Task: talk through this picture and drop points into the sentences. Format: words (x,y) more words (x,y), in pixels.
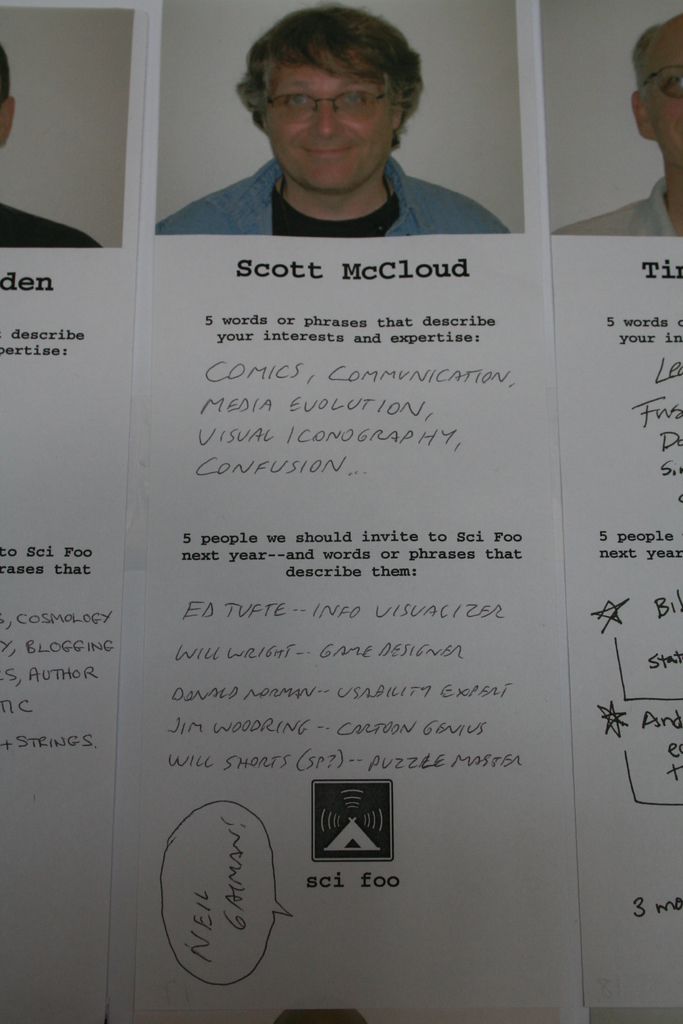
In this image I see a paper (332,480) on which there are 3 photos (295,95) of 3 men (250,56) and I see words (234,408) written and I see the stars (620,605) over here and I see a logo (379,847) over here. I can also see a number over here.
